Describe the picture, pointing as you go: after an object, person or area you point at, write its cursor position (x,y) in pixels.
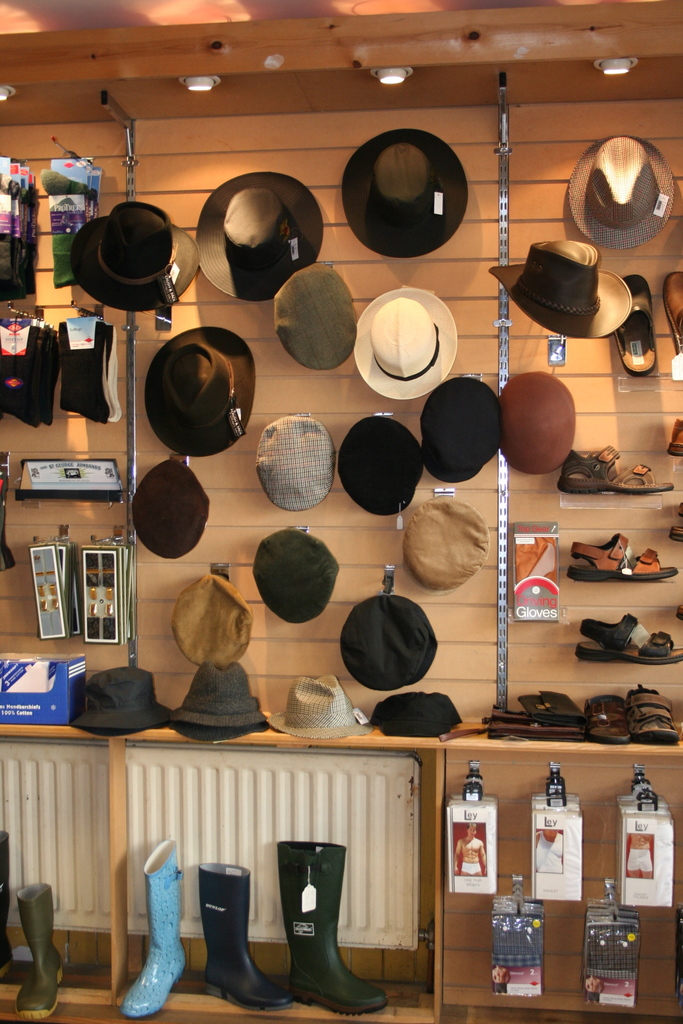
There are hats (361,468), socks (17,247) and boots (222,947) in the foreground area of the image (330,334), there are lamps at the top side (405,81).
